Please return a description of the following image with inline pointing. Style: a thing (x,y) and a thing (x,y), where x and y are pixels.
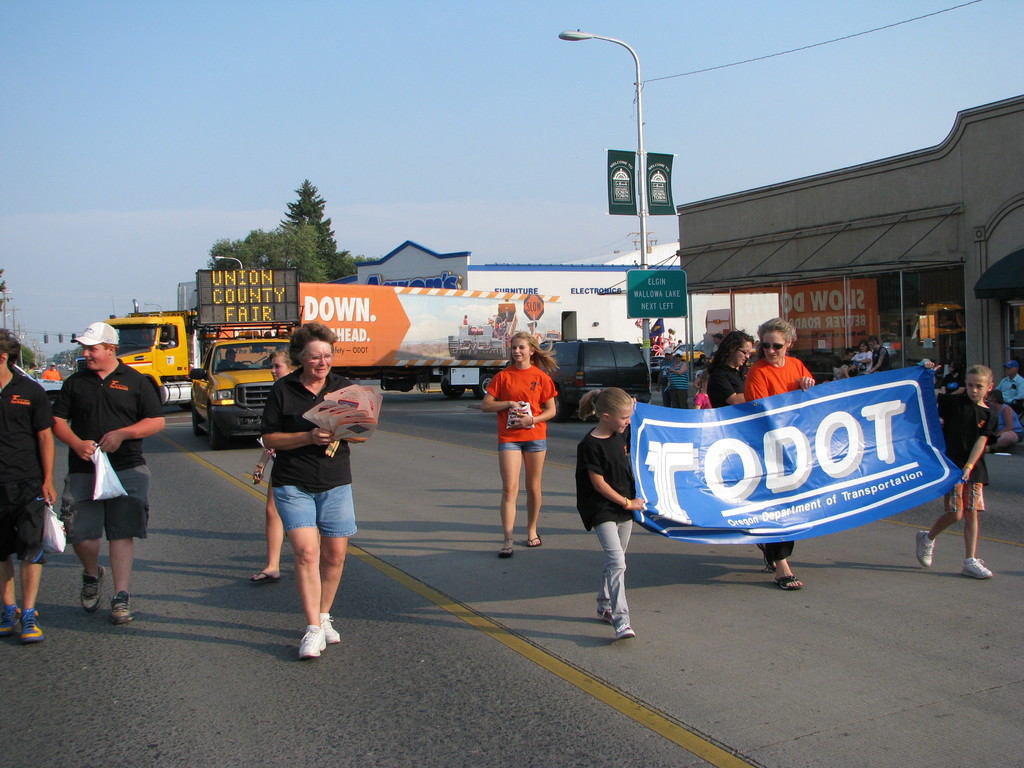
In the picture I can see people (612,472) are walking on the road (398,542). These people (337,495) are holding some objects (331,426) in hands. On the right side of the image (923,549) I can see two kids (618,451) are holding a banner (752,476) in hands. In the background (407,348) I can see vehicles (399,374), buildings (819,298), trees (251,242), street lights (642,157), the sky (386,123) and some other objects (289,313).
